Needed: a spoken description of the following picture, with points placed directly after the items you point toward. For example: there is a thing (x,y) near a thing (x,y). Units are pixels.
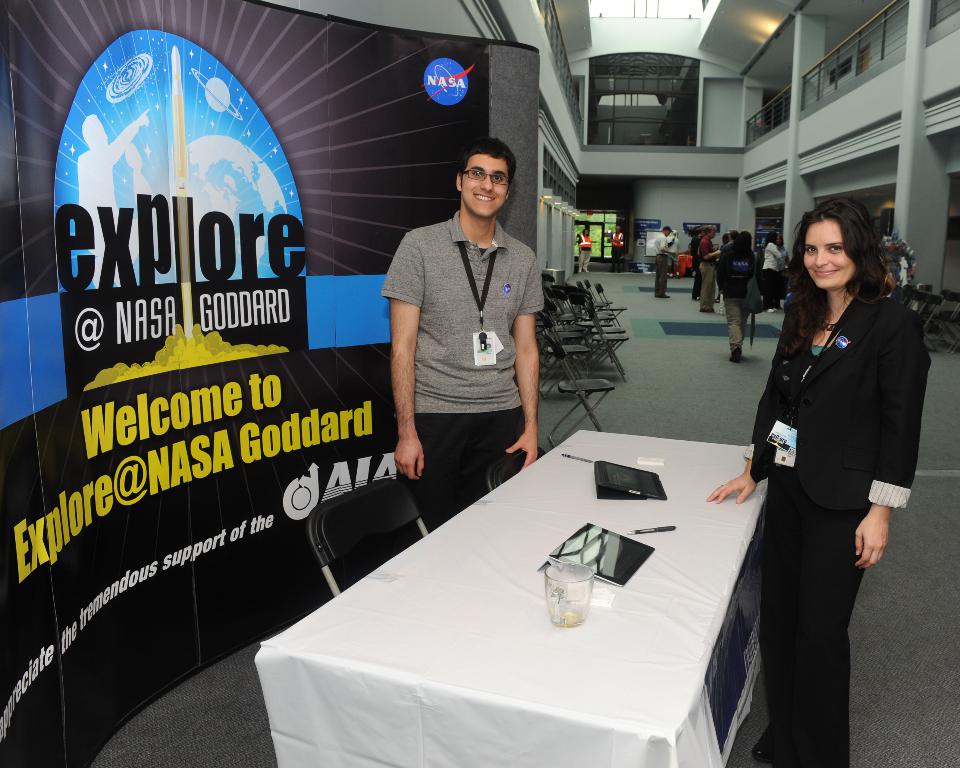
There are two members (508,328) in the picture. One is man (492,364) and the other one is woman (852,424) on the either sides of the table (653,537). On the table (538,628) there is a glass (567,578) and a tablet (604,554). In the background (207,524) there is flex (242,231). We can observe some people (731,304) here. There are some chairs (582,334).
